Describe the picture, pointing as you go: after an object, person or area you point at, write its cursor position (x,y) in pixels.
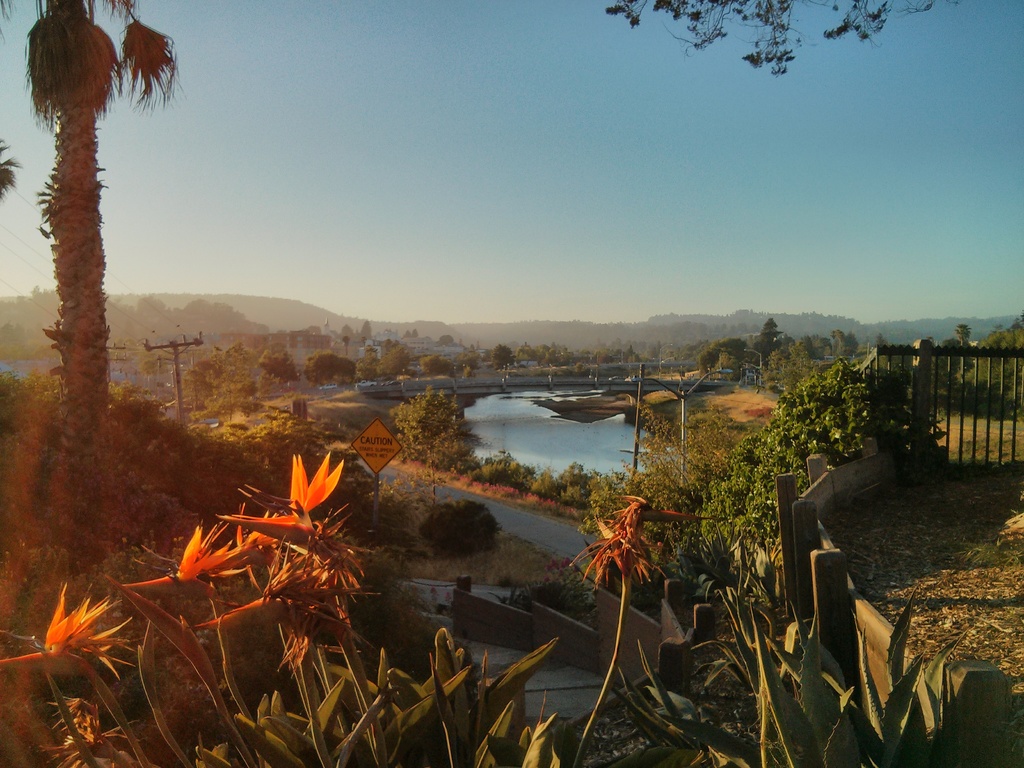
In this image I can see few plants (450,680) and trees (389,364) in green color. In the background (546,447) I can see the water (573,449), few electric poles (633,461) and the sky (415,223) is in blue and white color.
